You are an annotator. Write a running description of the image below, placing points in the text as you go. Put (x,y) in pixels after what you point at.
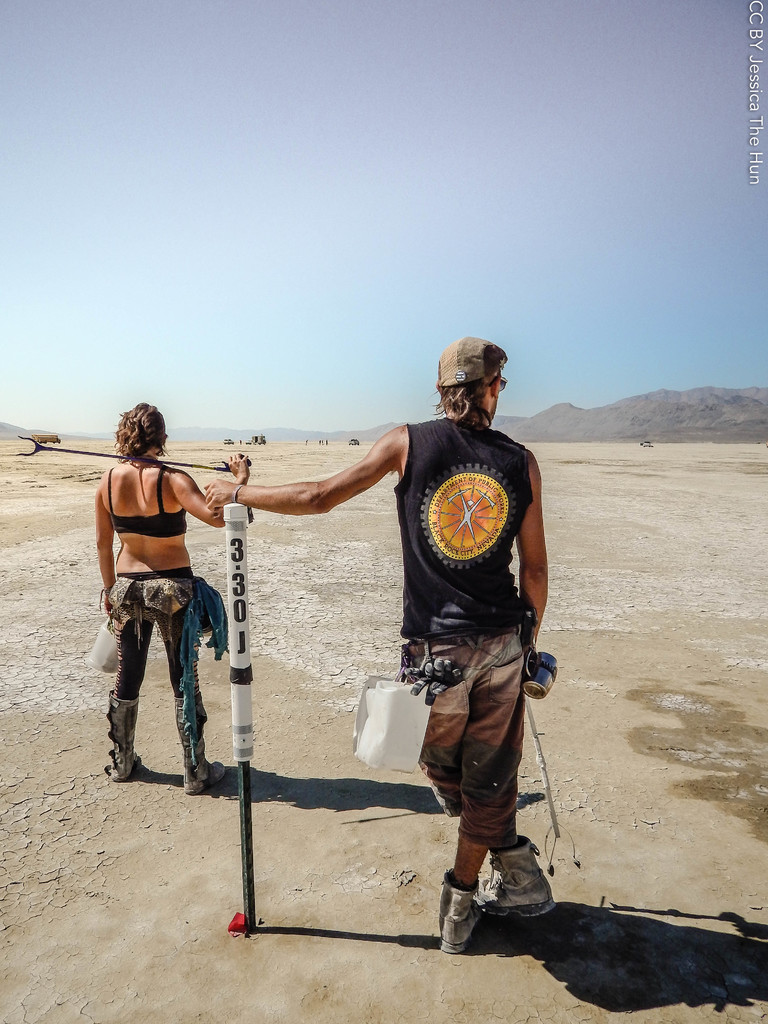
In this picture there is a man (443,421) and woman (120,613) standing and holding sticks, beside him we can see a pole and we can see ground (580,497). In the background of the image (247,419) we can see a vehicle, hill (755,421) and sky (507,259). In the top right side of the image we can see text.
